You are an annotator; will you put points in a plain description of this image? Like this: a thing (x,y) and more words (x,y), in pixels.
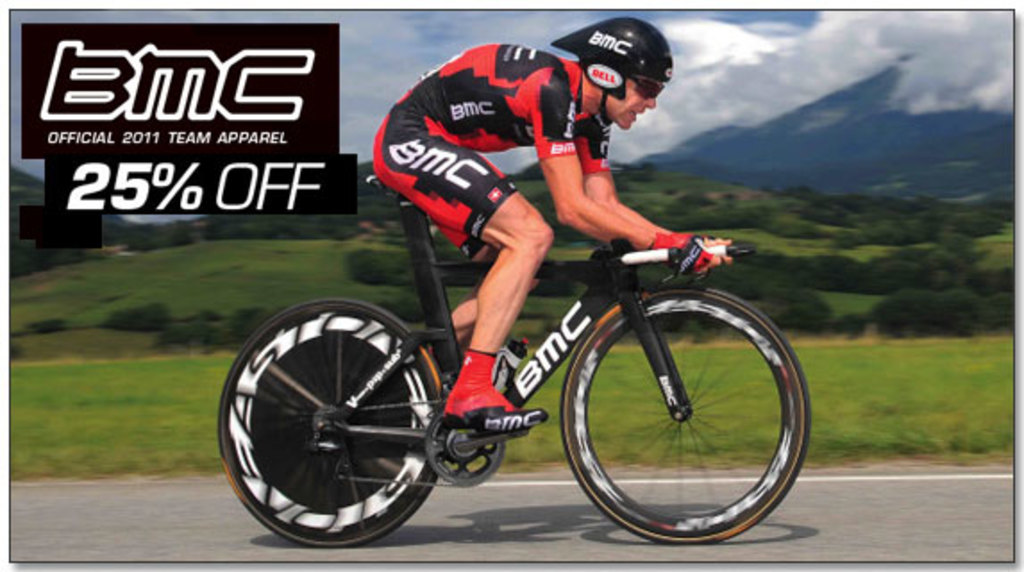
This image consists of a poster (535,245) with a few images and text (184,167) on it. At the bottom of the image (485,530) there is a road (645,546). At the top of the image (408,45) there is the sky (407,45) with clouds (399,28). In the background (759,152) there are a few hills (859,147) and there are many trees (628,167) and plants (871,282) on the ground (765,196). In the middle of the image (479,316) a man (479,371) is riding a bicycle (581,372) on the road (849,496).
